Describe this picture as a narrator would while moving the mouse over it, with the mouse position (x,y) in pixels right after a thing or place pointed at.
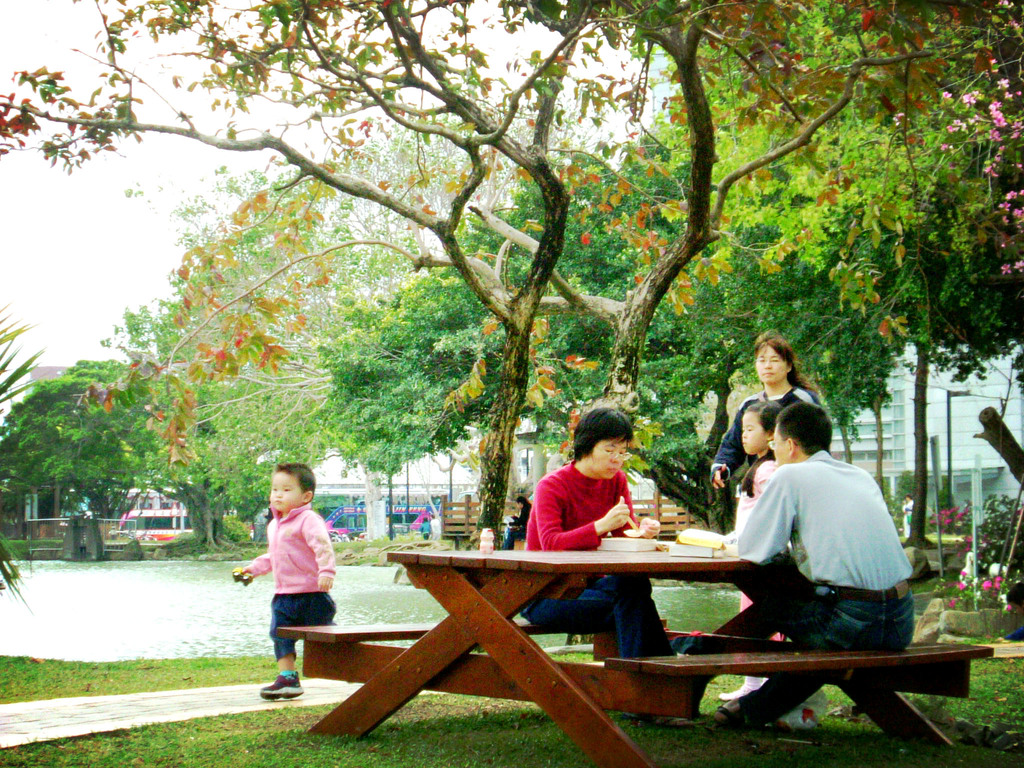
This image is taken outside in a garden (250,656). There are five people (867,571) in the image. To the left (286,682) the boy (310,473) is walking. To the right (860,527), the man (855,487) sitting is wearing a white shirt (861,560) and a blue jeans (863,636). At the bottom (418,724), there is a green grass (288,727). In the background (124,609), there is a small pond (195,575). And there are trees (516,281) and plants (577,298).
